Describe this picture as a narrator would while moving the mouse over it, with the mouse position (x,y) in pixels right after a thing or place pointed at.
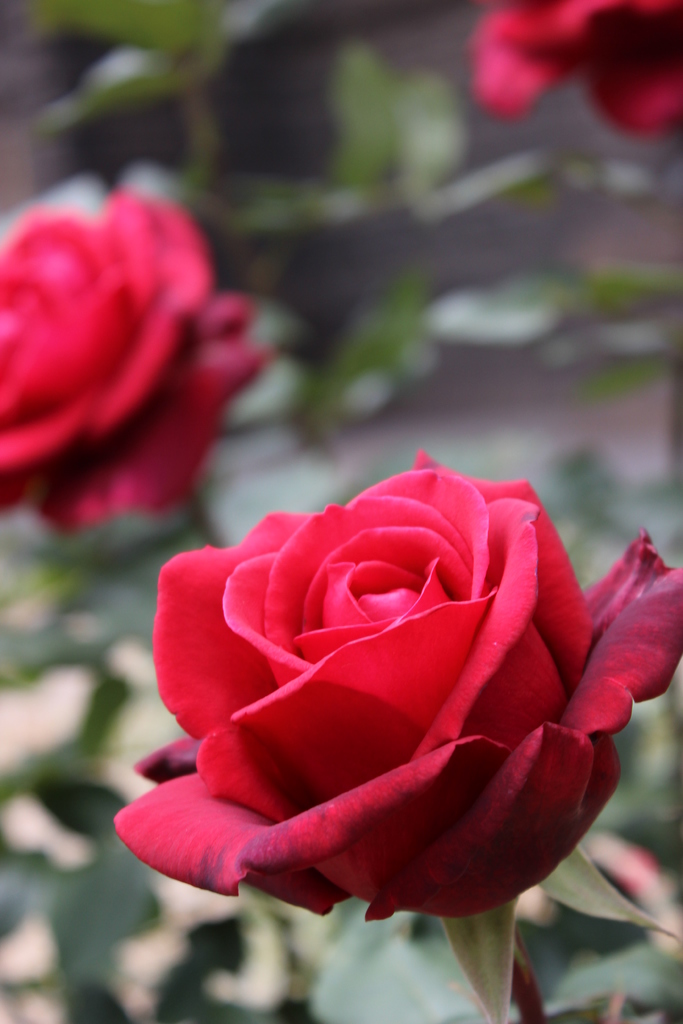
As we can see in the image there are plants (93,810) and red color roses (266,520). The image is little blurred.
